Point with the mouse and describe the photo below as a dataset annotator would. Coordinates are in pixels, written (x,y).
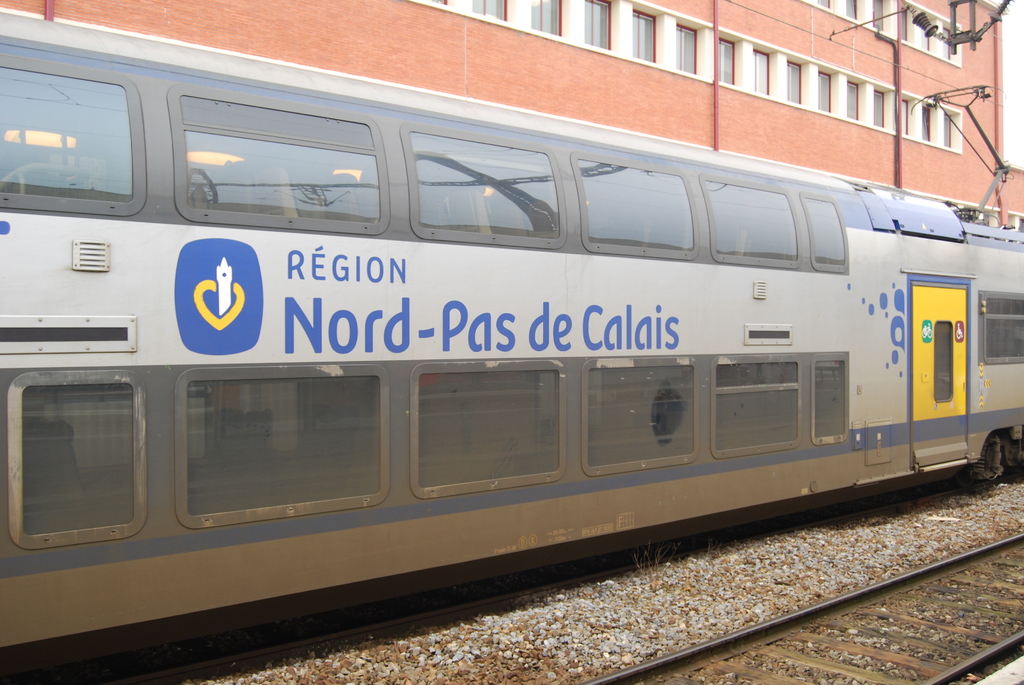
In this image there is a train (625,343) truncated, there is text (403,326) on the train (365,319), there is a building (626,73) truncated towards the top of the image (692,52), there are windows (686,63), there are objects (928,24) truncated towards the top of the image (956,28), there is a railway track (881,622) truncated, there are stones (818,571).
